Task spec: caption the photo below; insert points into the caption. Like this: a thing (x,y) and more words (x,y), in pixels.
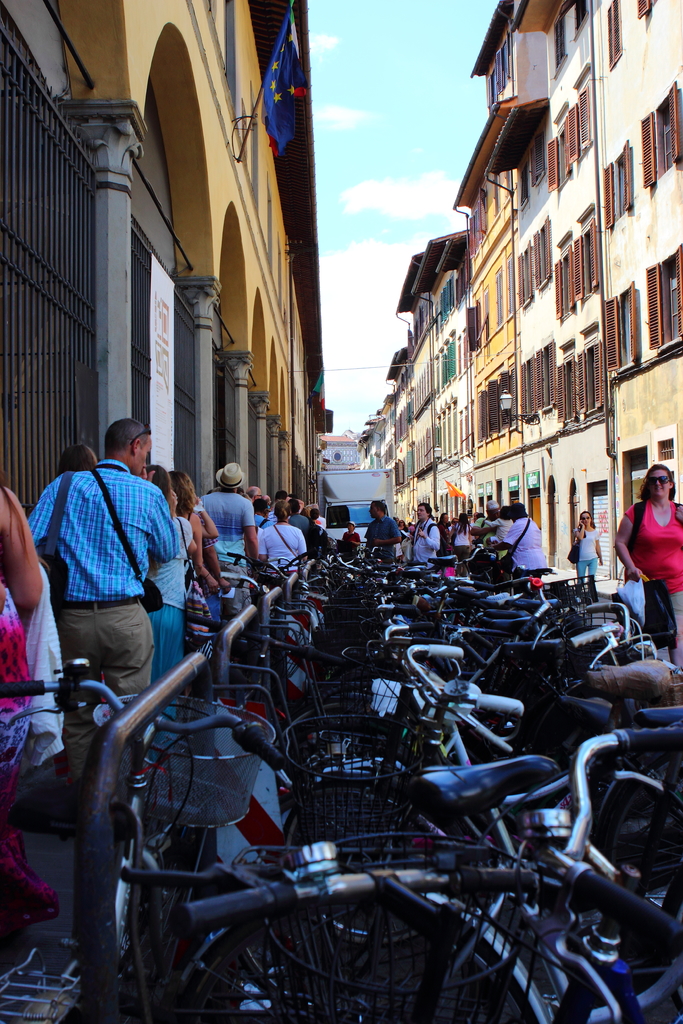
In this image we can see a few buildings (303,419), there are some vehicles (284,878), people (116,646), windows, pillars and flags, in the background (414,88), we can see the sky (437,21) with clouds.
